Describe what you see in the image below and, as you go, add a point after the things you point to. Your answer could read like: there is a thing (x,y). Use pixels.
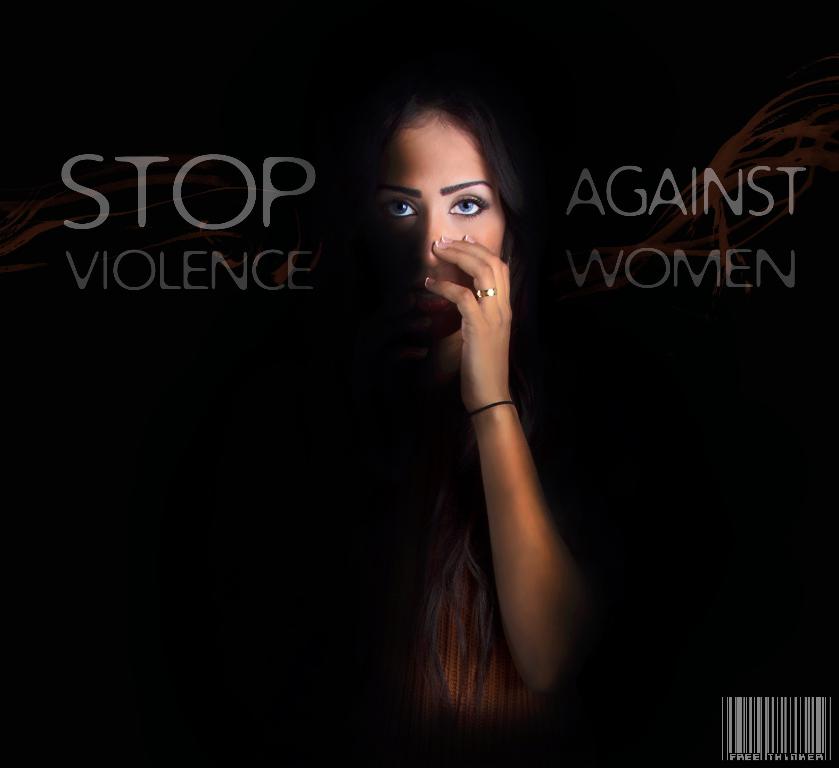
In the center of the image (476,434) we can see one poster (481,472). On the poster (586,541), we can see one woman (528,574) and some text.
